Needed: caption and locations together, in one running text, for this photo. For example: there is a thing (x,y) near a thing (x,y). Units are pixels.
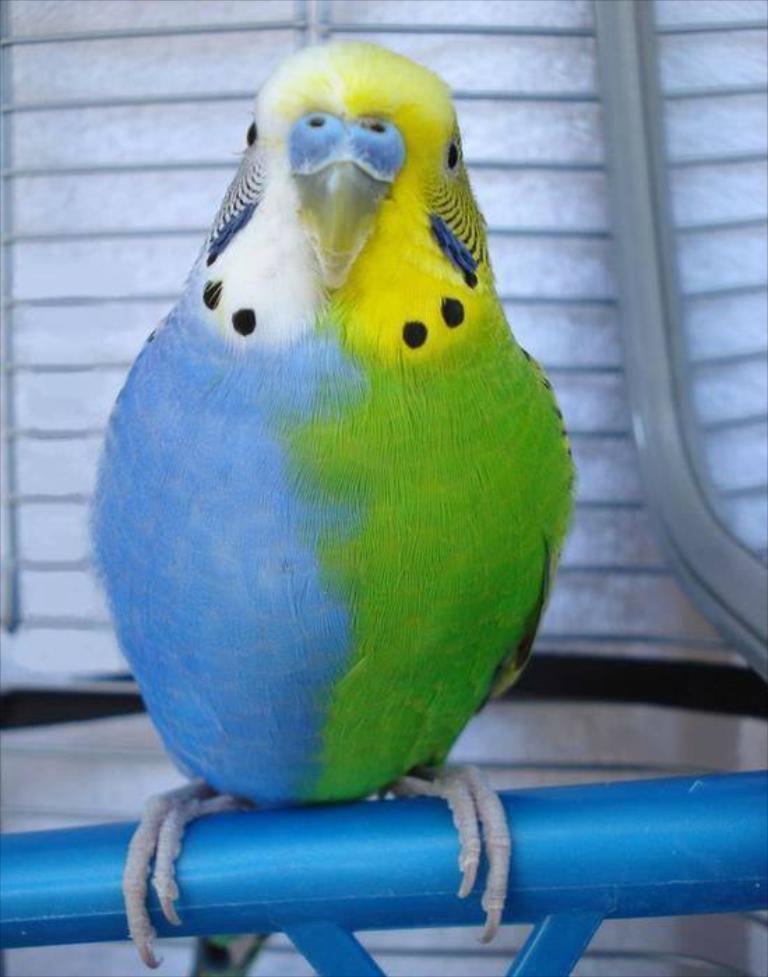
In the image there is a colorful parrot (350,346) standing on blue rod (399,854).
